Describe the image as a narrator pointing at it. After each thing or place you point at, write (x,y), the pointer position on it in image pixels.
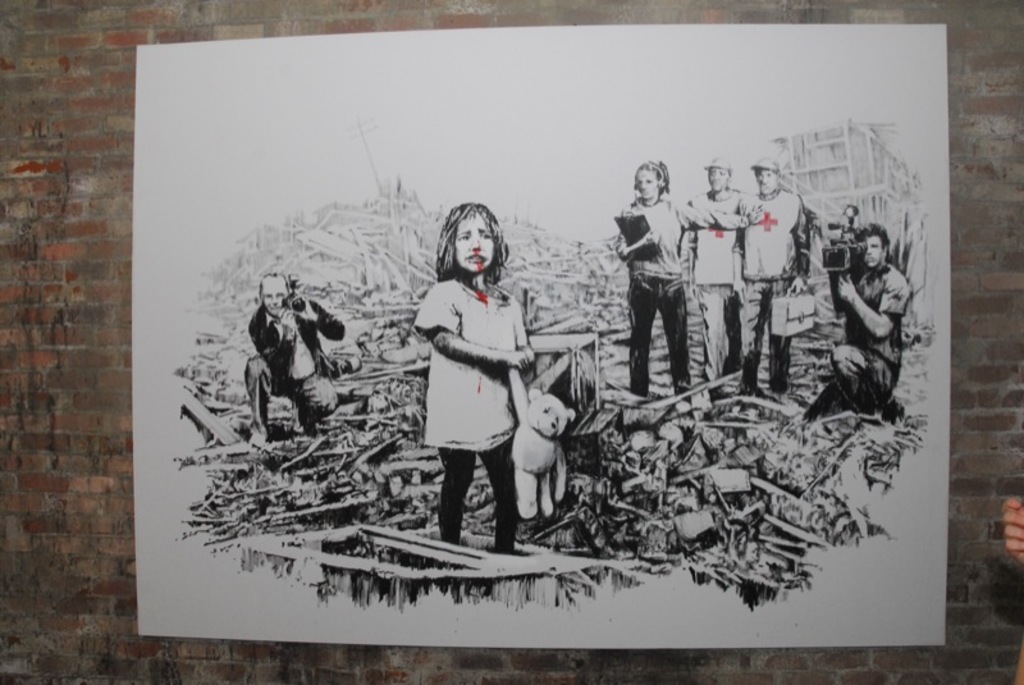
In this image I can see a white colour paper (161,151) on the wall (44,458). On the paper (615,619) I can see painting (815,451) of people (266,344) where two of them are holding cameras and one is holding a teddy bear (522,477). I can also see colour of this painting (902,208) is black and white and on the bottom right side of this image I can see fingers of a person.
